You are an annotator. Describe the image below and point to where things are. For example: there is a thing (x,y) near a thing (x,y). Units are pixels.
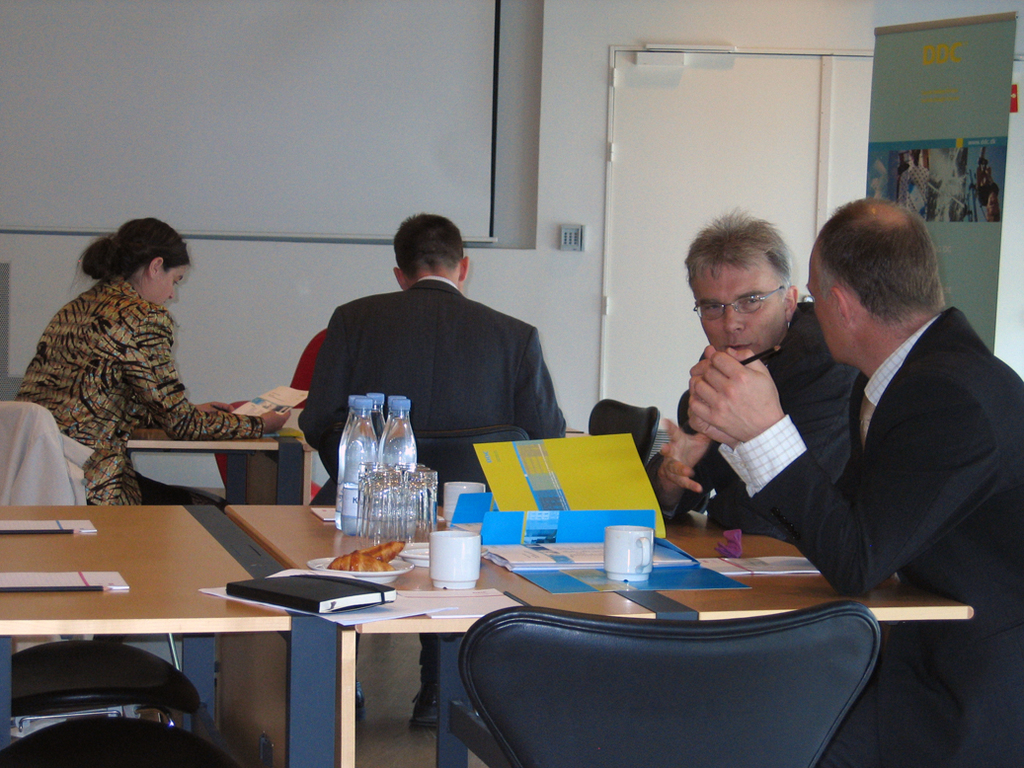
In this image I see 3 men (921,282) and a woman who are sitting on chairs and there are tables (324,723) in front of them on which there are bottles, cups (453,551), books (385,594) and other things (209,588). I can also see these 3 men (882,240) are wearing suits (963,331) and I see another chair (527,635) over here. In the background (255,328) I see the wall (259,305).
